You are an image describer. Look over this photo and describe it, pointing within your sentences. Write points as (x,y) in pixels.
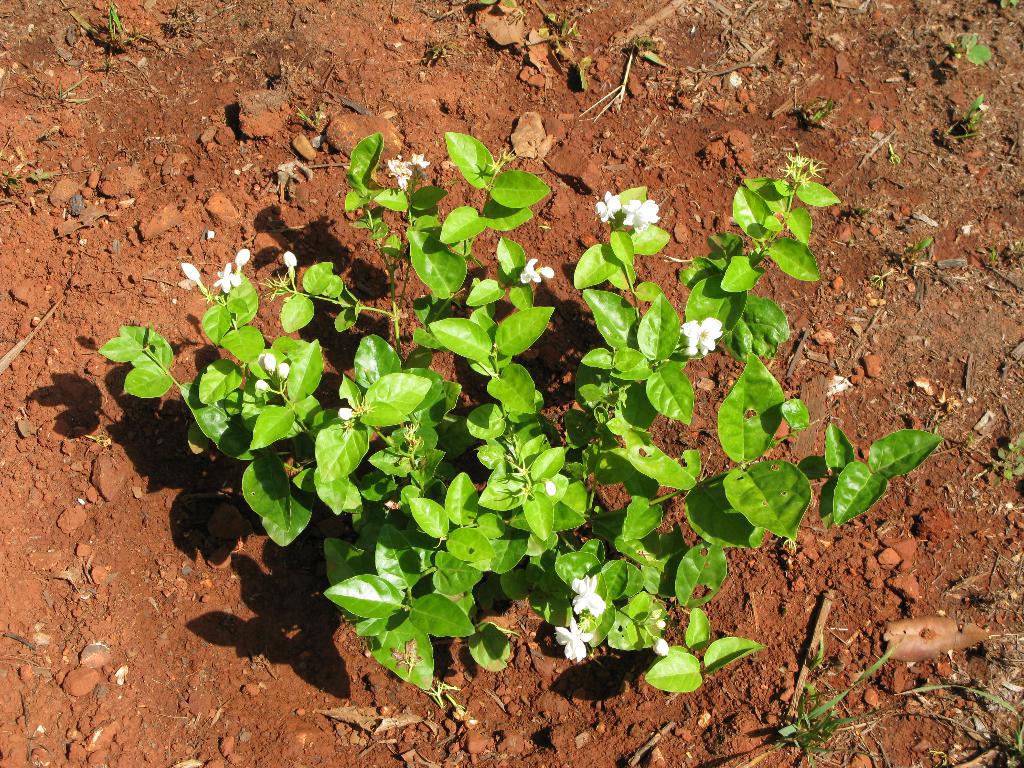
In this image we can see a plant (343,574) with some flowers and buds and we can see the ground (507,71) with stones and grass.
